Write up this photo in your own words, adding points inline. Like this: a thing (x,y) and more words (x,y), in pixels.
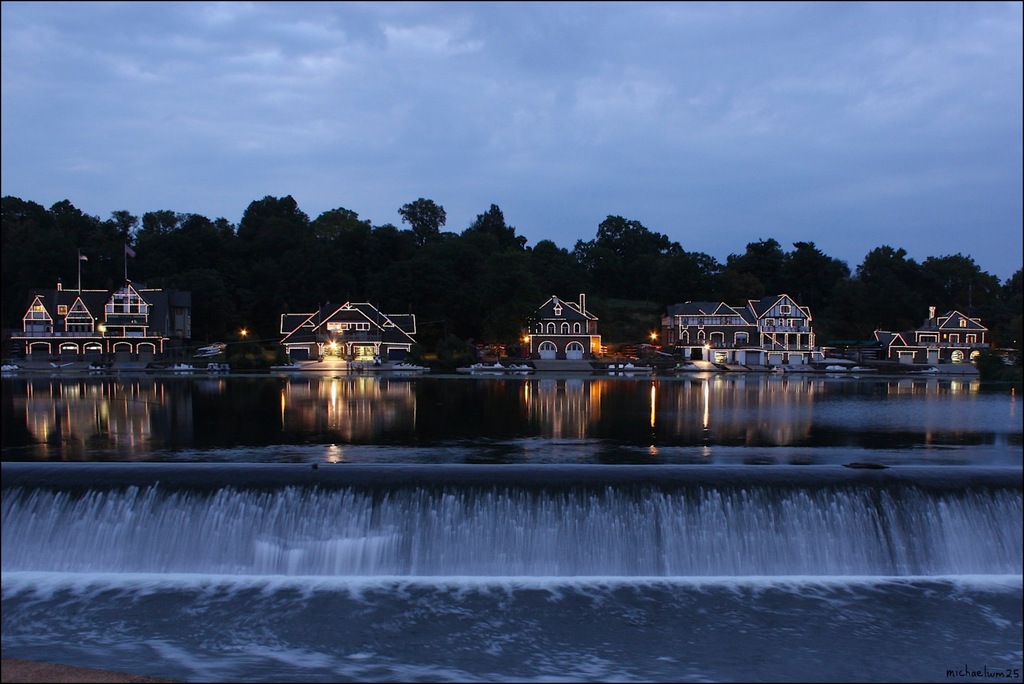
In the image we can see there are waves (327,489) in the water (427,497) and there are buildings (547,353). There are lightings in the buildings (558,338) and behind there are trees (454,240). There is a cloudy sky (437,111).
